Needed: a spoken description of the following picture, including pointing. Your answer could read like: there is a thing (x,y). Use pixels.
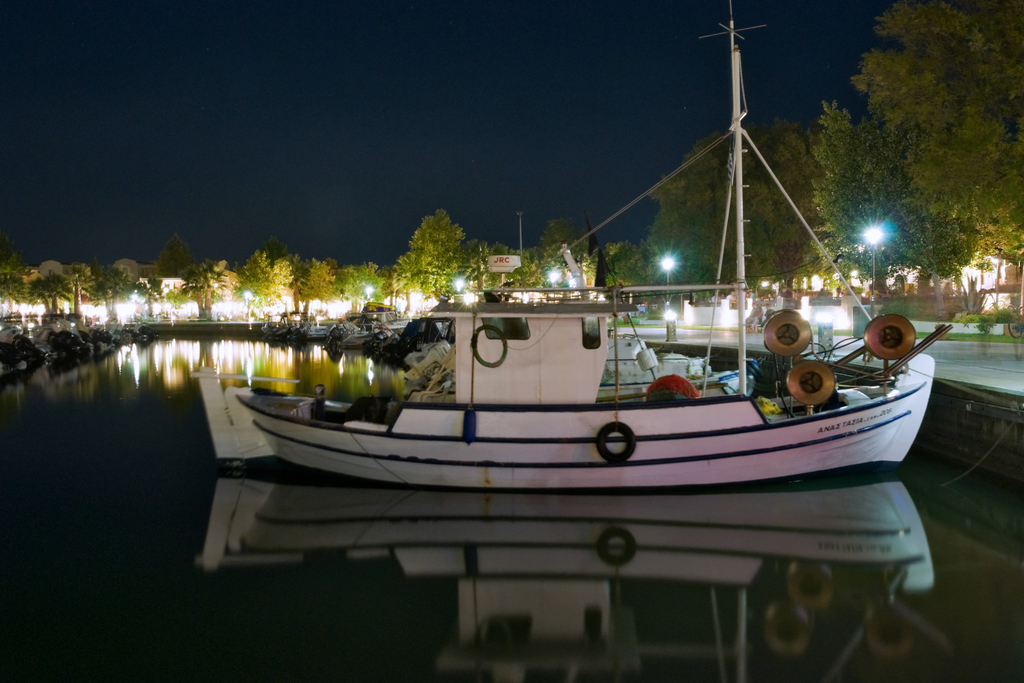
In this picture we can see the white color boat (561,462) in the water (591,524). Behind it looks like the party ground (352,299) with many trees (396,276) and lights (328,309).
